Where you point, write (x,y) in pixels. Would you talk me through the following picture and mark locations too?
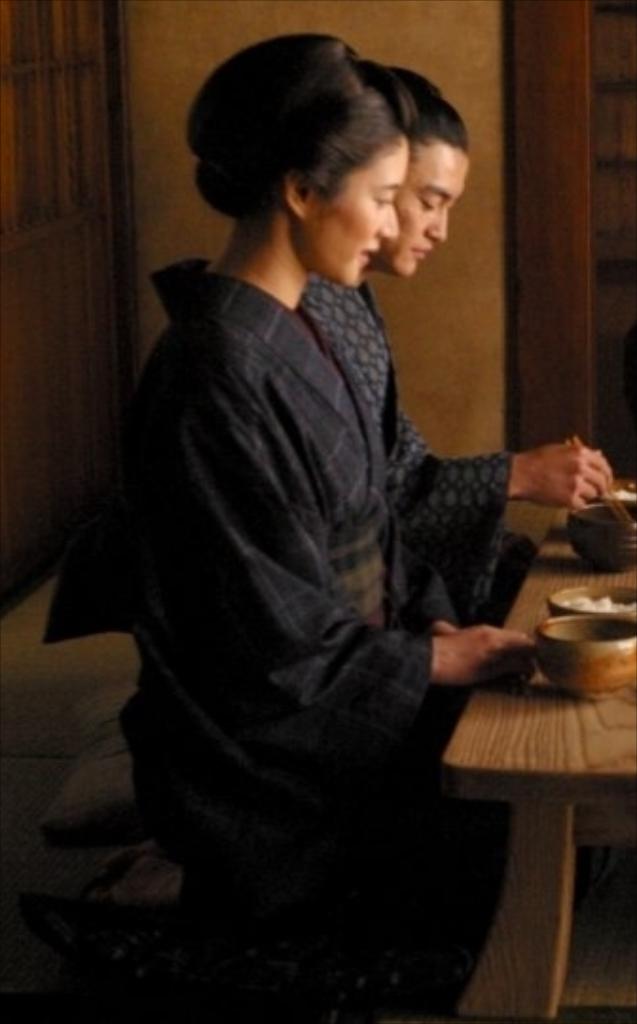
In this Picture we can see that a woman (268,479) wearing the black traditional dress (304,648) sitting on the cushion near the table (580,775) and eating, Beside a man (372,315) eating with chop sticks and wearing blue color dress (502,545).
